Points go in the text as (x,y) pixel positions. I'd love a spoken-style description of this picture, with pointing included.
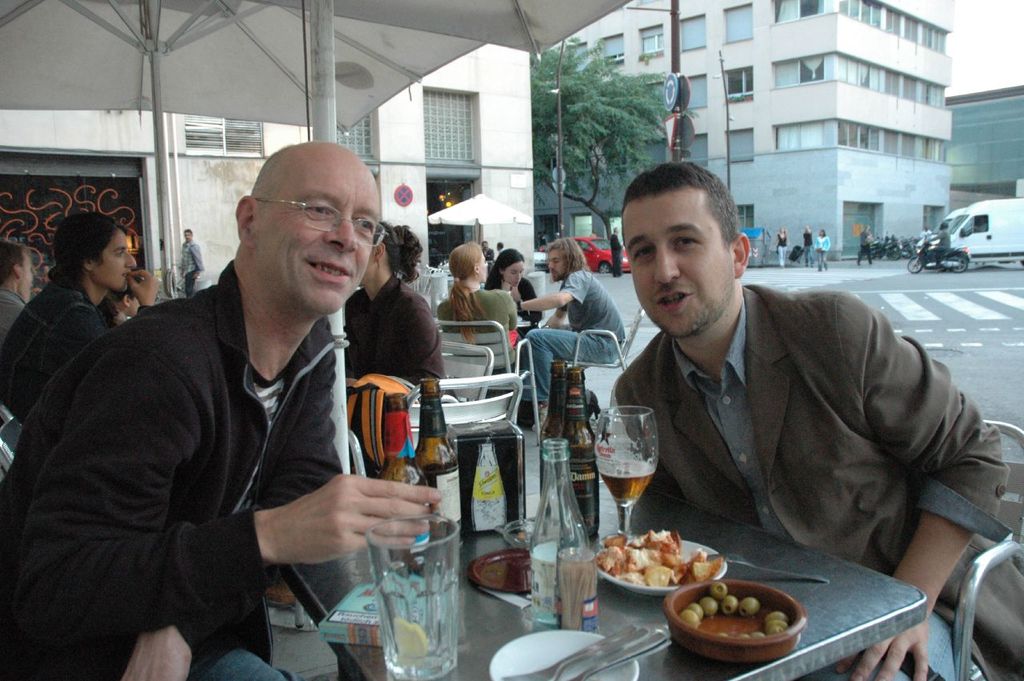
In this image, there are some persons (88,345) sitting in chairs (971,602) and wearing colorful clothes (315,427). There is a table (736,535) in front of these persons (831,499). This table (708,673) contains bottles (542,446), glasses (636,440), plates (521,649) and spoons (600,663). There are three buildings (722,45) behind these persons (652,301). There are vehicles (1006,219) behind this person (838,346). There is an umbrella (265,61) in the top left (274,36). There is tree (608,80) at the top of the image (560,52).
